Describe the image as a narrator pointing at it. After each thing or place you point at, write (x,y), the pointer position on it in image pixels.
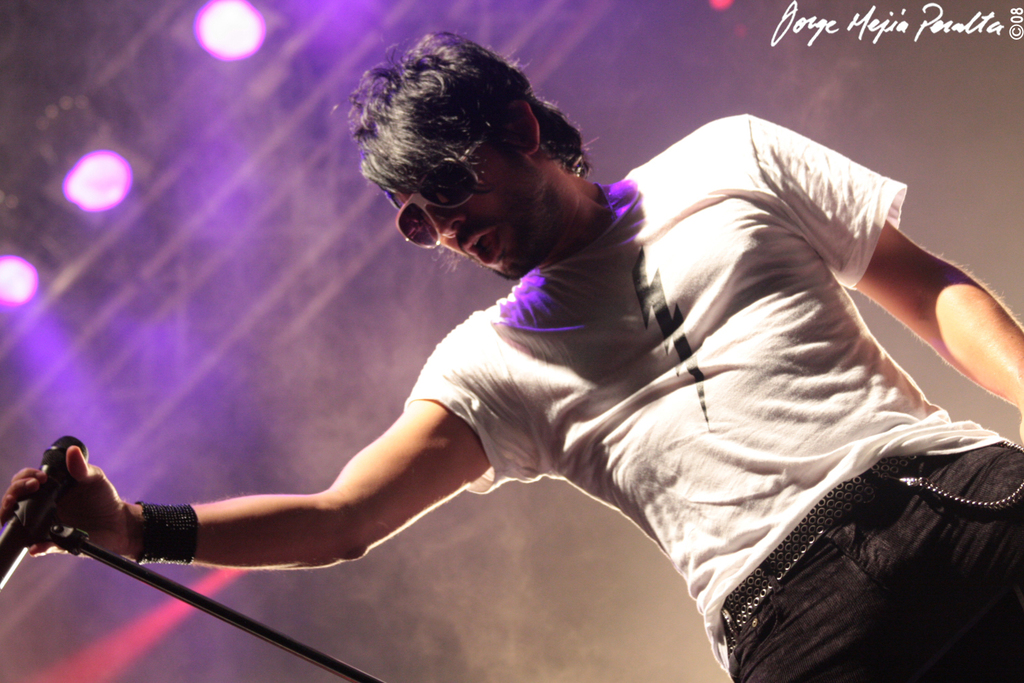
In this picture there is a person (650,398) with white t-shirt (734,394) is standing and singing and he is holding the microphone (48,517). At the top (225,18) there are lights (216,40). In the top right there is a text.
